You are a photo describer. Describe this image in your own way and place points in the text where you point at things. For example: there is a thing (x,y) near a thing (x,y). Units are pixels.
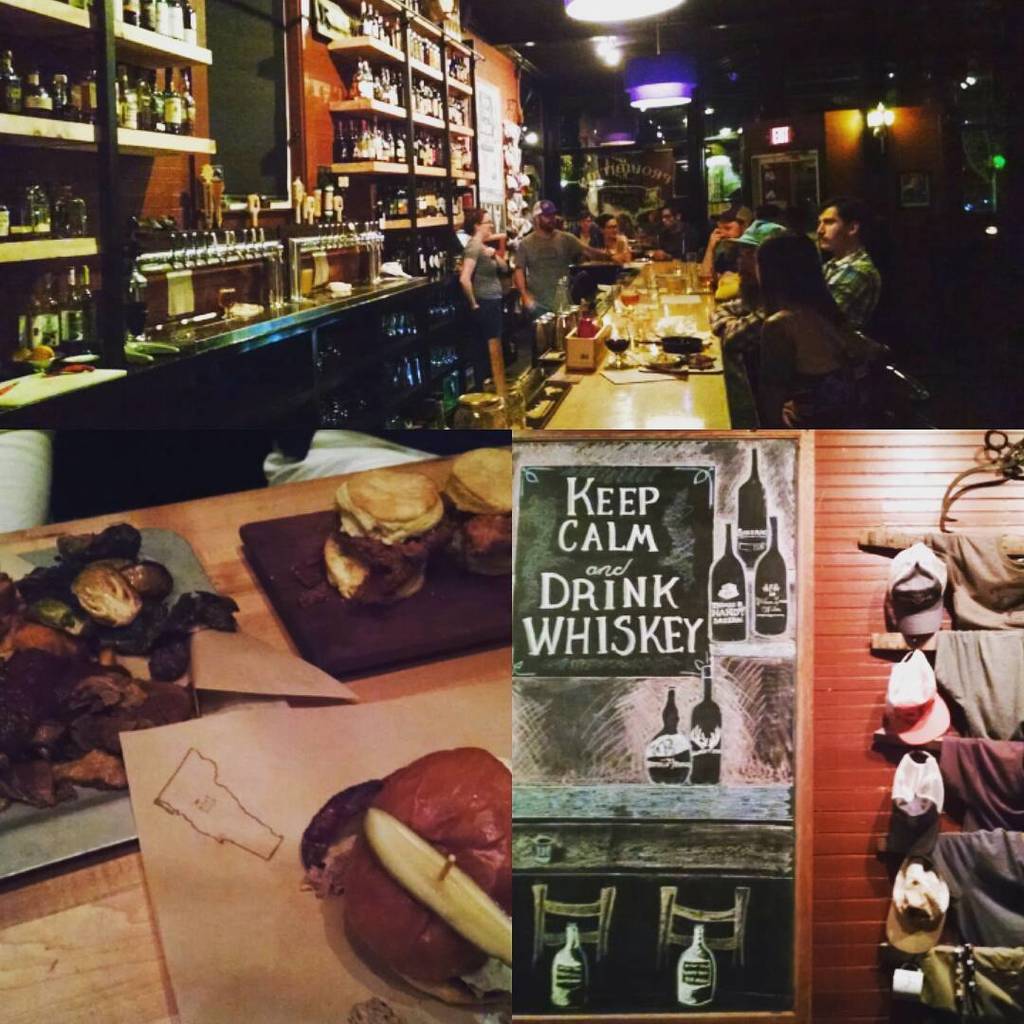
In this image I see few people (769,234) over here, In which most of them are sitting and rest of them are standing. I can also see there is a table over here and many things (467,409) on it. In the background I see the racks (451,247) and many bottles (25,326) in it and I can also see the lights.
